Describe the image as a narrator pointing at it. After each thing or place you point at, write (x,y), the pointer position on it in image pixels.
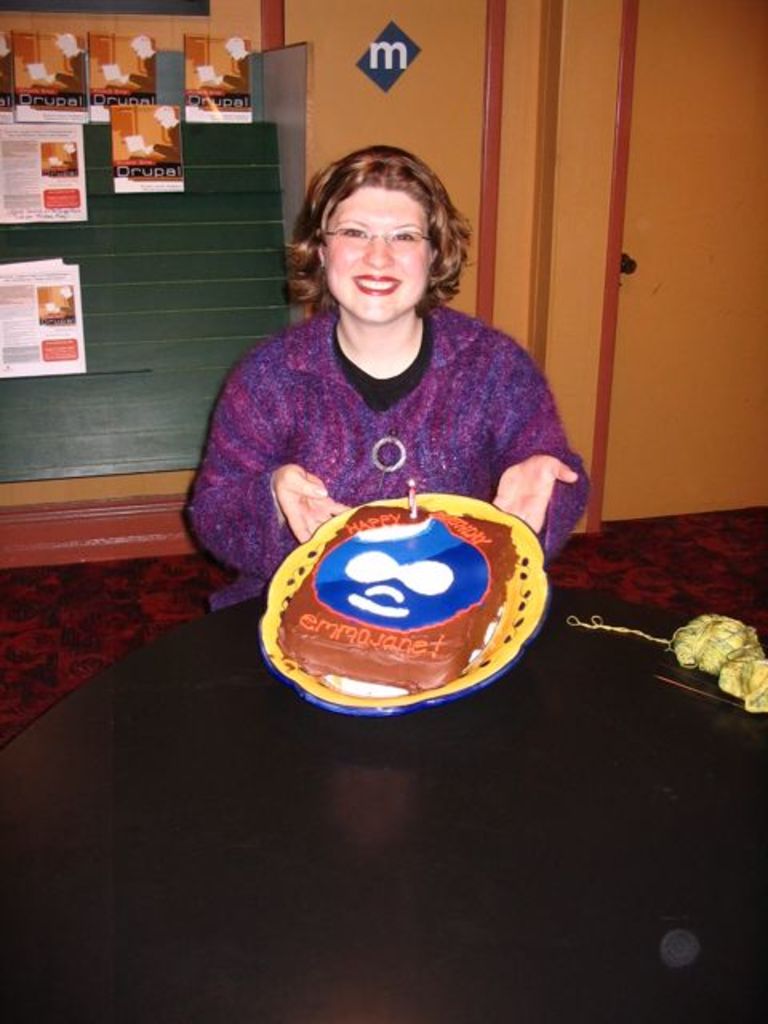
In this image there is a woman (394,246) sitting in a chair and smiling by holding a cake (287,646) on a table (222,761), and in the background (68,603) there are frames (182,163) attached to wall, door (713,503), carpet (710,587), rope (737,643) on a table (690,809).
